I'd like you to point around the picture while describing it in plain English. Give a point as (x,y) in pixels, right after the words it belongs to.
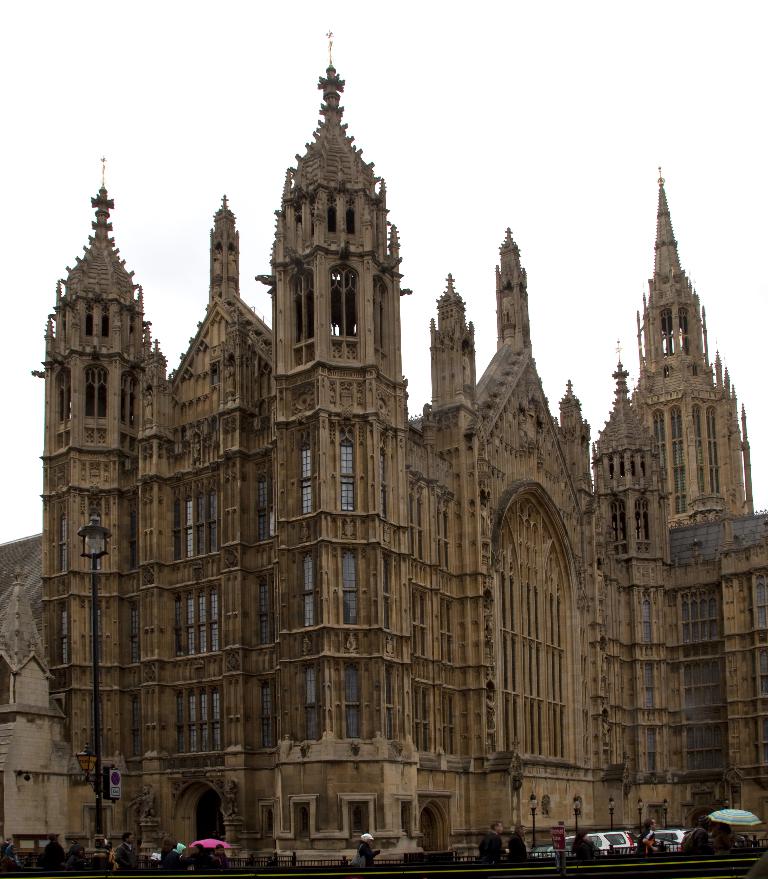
In this image we can see buildings (342,711), street poles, street lights (97,643), advertisement boards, motor vehicles (624,846) on the road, railings (701,862) and persons (515,848) walking on the road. In the background (121,186) there is sky (637,282).
